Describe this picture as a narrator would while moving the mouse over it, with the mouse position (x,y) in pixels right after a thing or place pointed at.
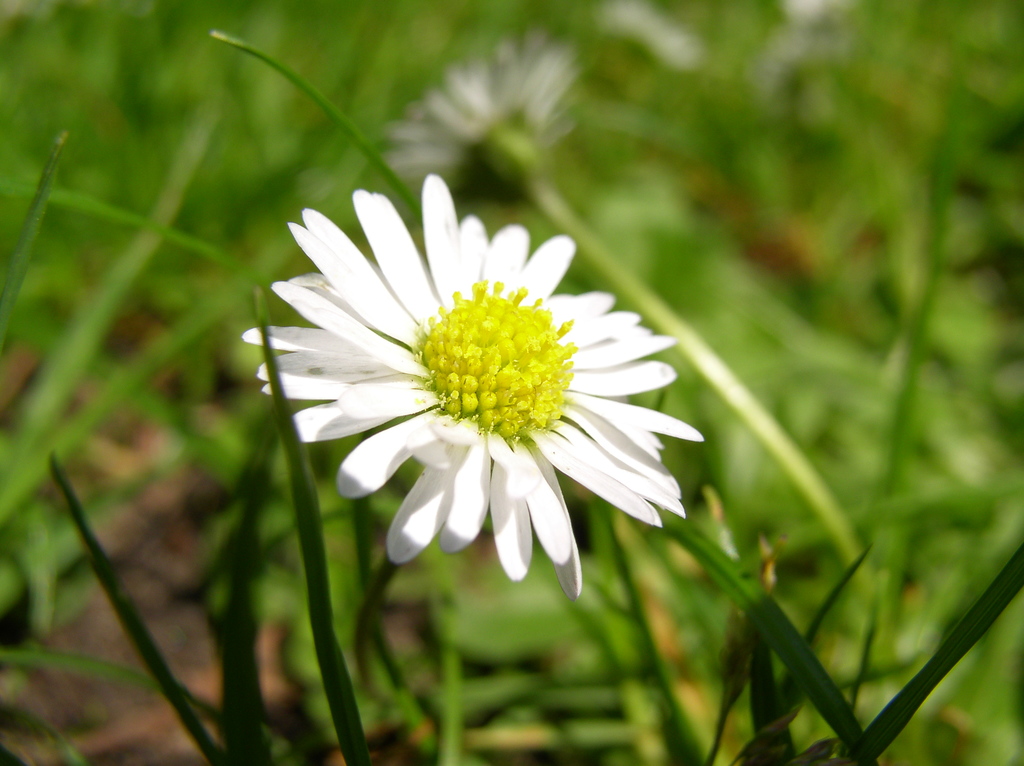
In this image I can see the flowers (424,358) to the plant (369,158). These flowers (404,299) are in white and yellow color. And the plants (335,92) are also in green color.
